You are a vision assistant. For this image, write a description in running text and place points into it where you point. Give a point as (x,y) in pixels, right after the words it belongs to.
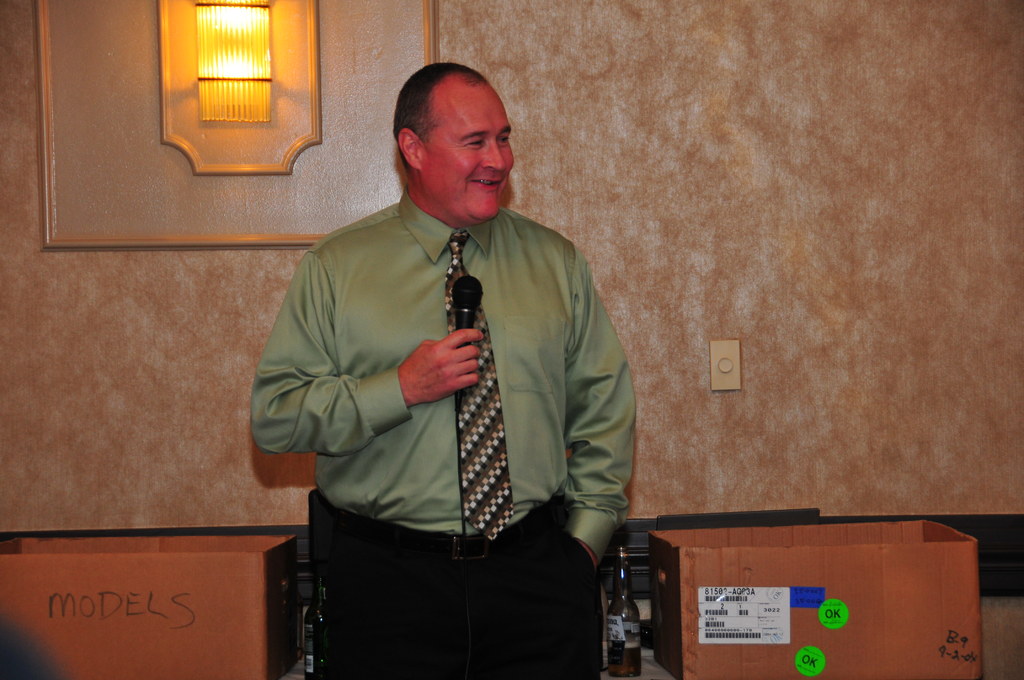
In this image there is a man (525,537) holding a mic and smiling. He is wearing a green shirt (398,392) and black pant (412,554). Beside him there are boxes (168,629). In the background (180,56), there is a wall (123,402) on which a frame (123,203) along with light (252,91) is fixed.
